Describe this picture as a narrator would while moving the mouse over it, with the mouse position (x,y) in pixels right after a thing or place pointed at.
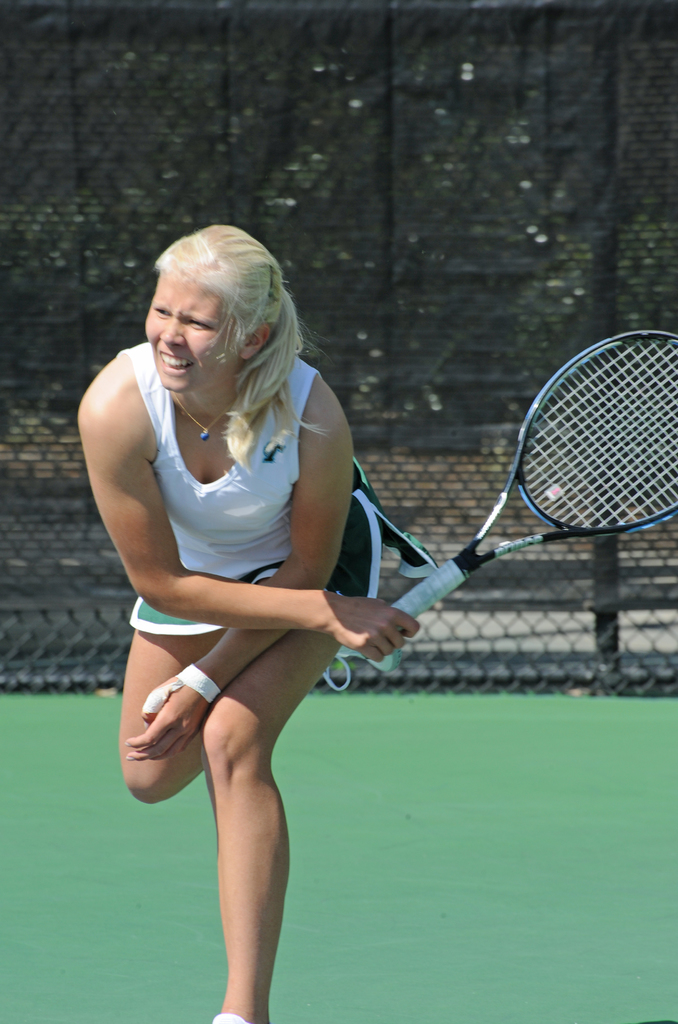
a person (193,544) is standing holding a racket (583,424) in her hand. behind her there is a fencing (274,212). behind the fencing (355,229) there are trees (392,194).
